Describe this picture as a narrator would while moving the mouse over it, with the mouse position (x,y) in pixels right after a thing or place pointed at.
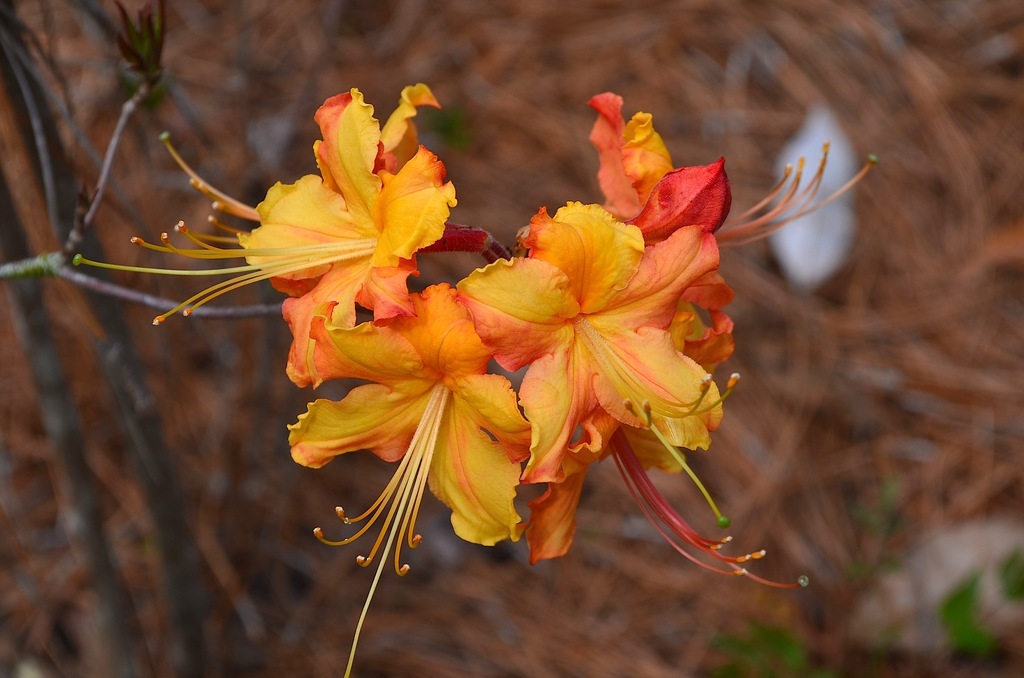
This image consists of flowers (481,360) in yellow color along with pollen grains (415,513). The background (969,604) is blurred.
